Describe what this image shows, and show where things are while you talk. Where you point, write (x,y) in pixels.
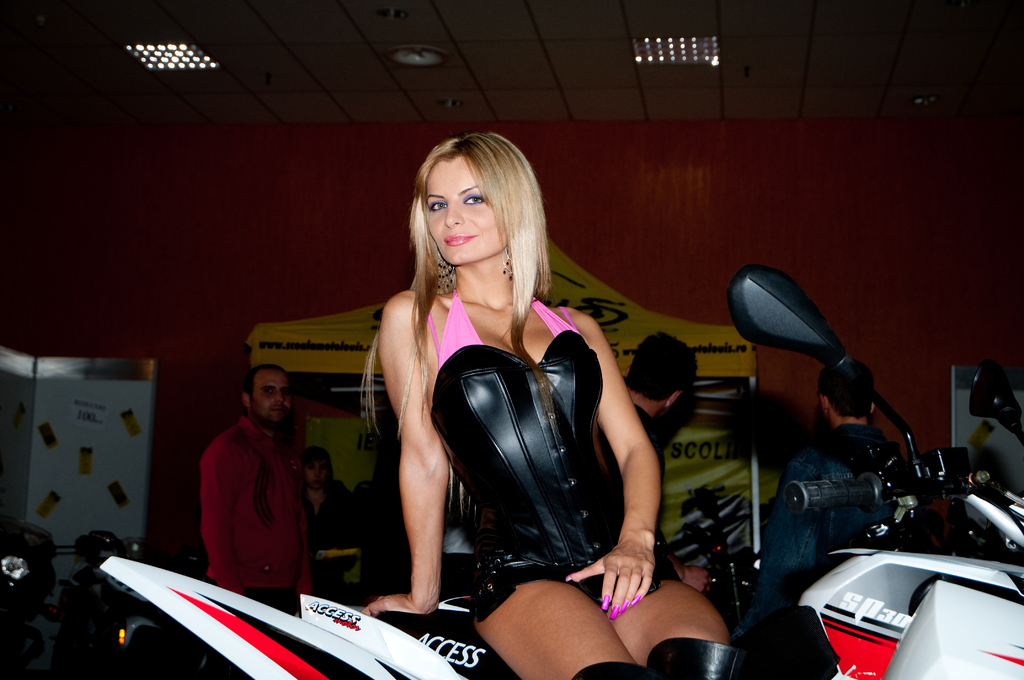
In this image, woman (618,531) is sat on the motorbike (844,618), she is smiling. And back side, we can see few peoples (332,483) are there and some stall (277,361), banners (277,361), wall (923,374). At the roof (331,87) we can see lights (639,57). On left side (116,622), there are few vehicles (58,629) are there.
